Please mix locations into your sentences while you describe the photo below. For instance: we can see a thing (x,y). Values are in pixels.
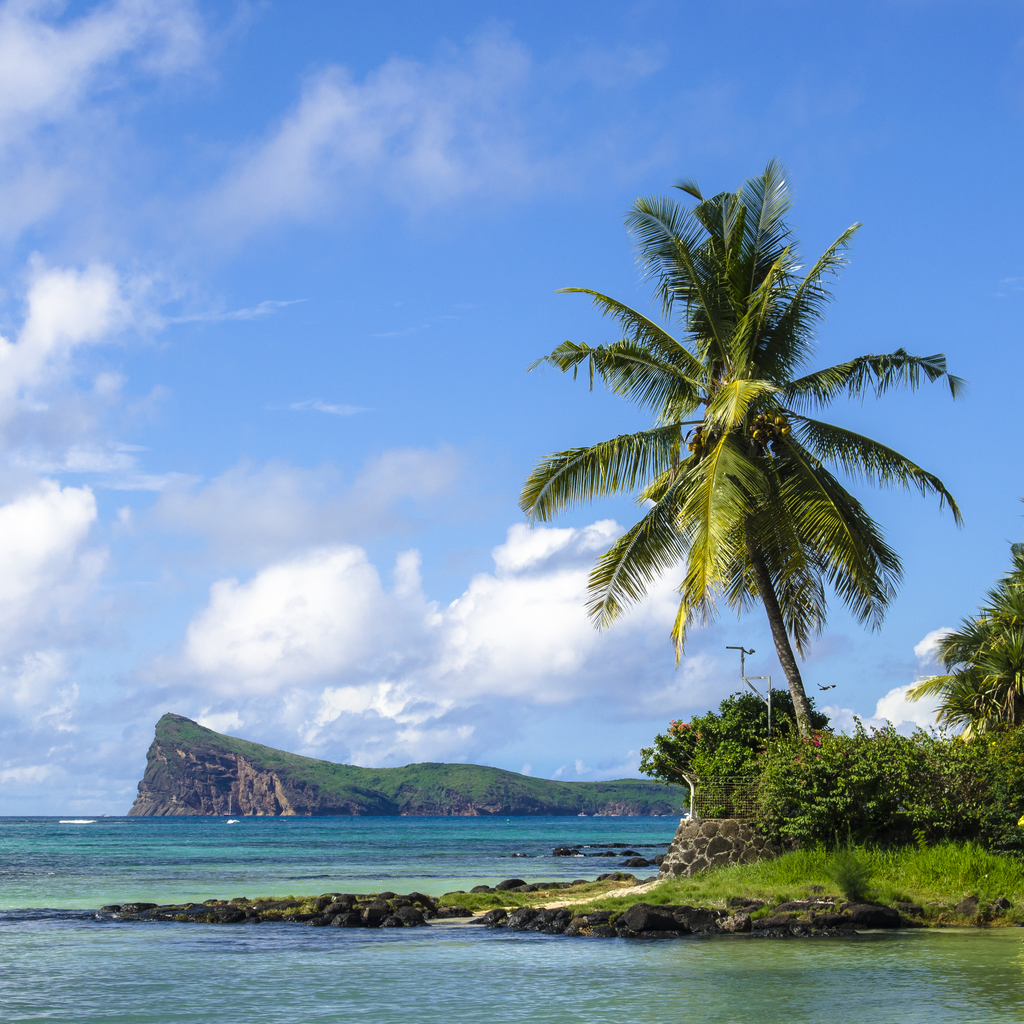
In this image I can see the water (272,930), some grass (772,872) on the ground (780,889), few plants (835,770) and few trees (763,494) which are green in color. In the background (173,757) I can see a mountain (196,757) and the sky (254,261).
